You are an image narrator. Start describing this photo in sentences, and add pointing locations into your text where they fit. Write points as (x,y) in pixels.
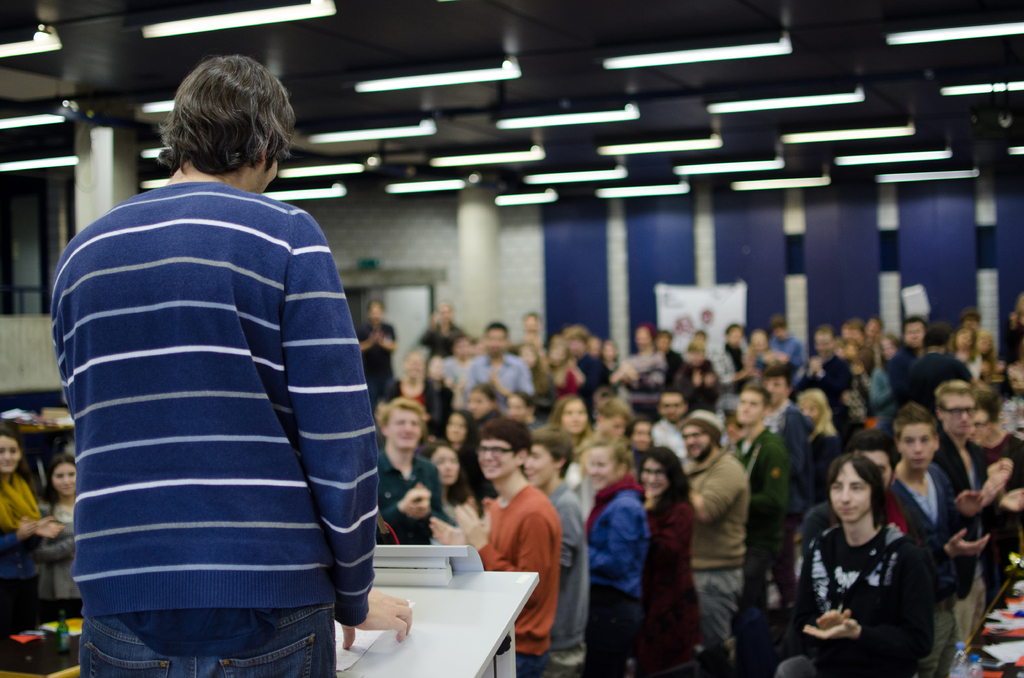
In this picture I can see a person (86,493) standing in front of the table (444,641) and holding paper (353,651), in front so many people (637,454) are clapping their hands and also I can see some lights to the roof (501,149).
